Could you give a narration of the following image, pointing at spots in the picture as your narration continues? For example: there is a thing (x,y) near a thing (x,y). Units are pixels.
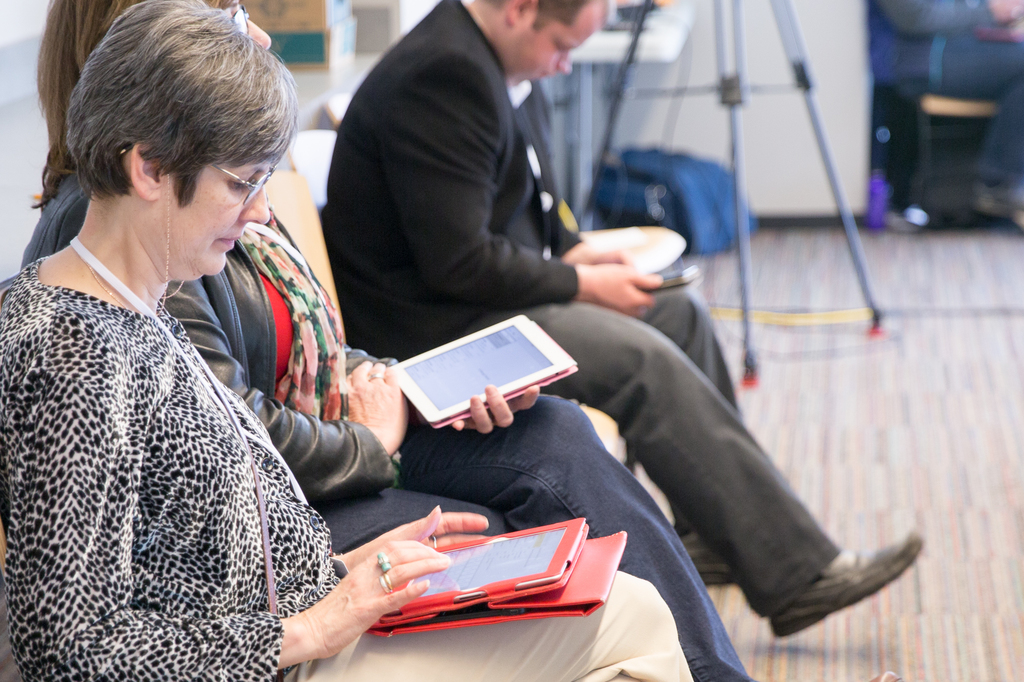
On the left side of the image (255,549) we can see three people (305,412) are sitting on a bench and two people (400,490) are holding the tabs (502,342) and a man (592,305) is holding a mobile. In the background of the image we can see the tables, stand (736,202), bag (693,185), bottle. On the tables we can see the boxes (307,8) and some other objects (673,1). At the top of the image (638,92) we can see the chairs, wall (837,55) and a person (971,78) is sitting on a bench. On the right side of the image (944,589) we can see the floor (787,245).
